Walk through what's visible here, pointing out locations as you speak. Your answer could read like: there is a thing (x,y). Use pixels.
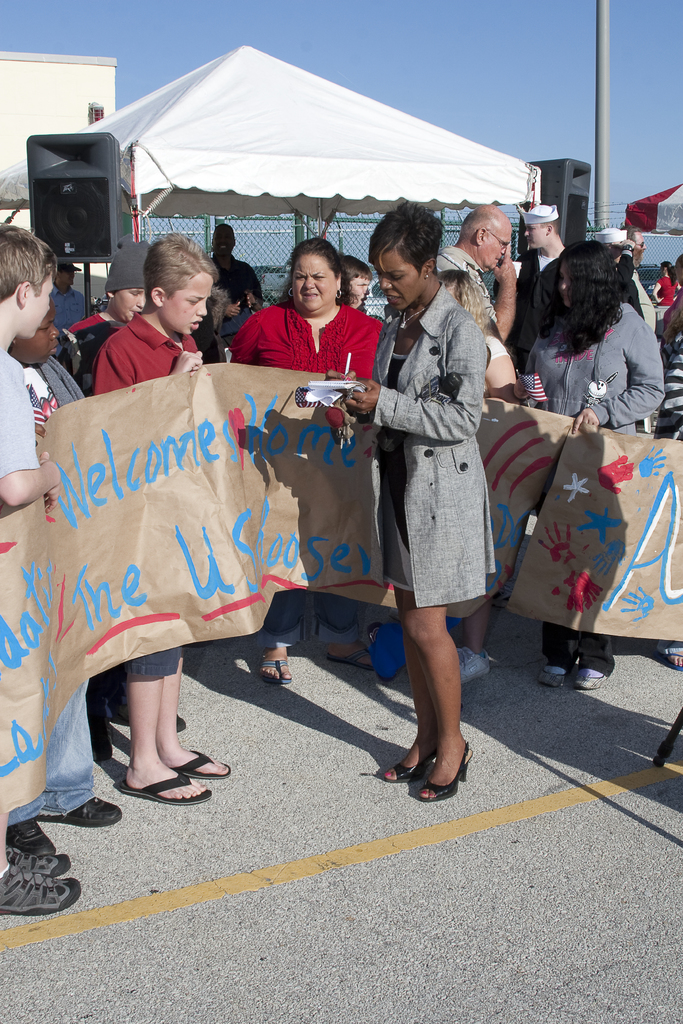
In this image, there are some persons (255,347) wearing clothes (613,370) and holding a banner (605,507) with their hands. There is a person (408,392) in the middle of the image (403,392) standing and holding a paper (337,386) with her hand (352,398). There is a speaker (95,212) in the top left (89,206) and in the top right of the image (555,203). There is a tent (359,109) and sky (297,35) at the top of the image (239,53).
